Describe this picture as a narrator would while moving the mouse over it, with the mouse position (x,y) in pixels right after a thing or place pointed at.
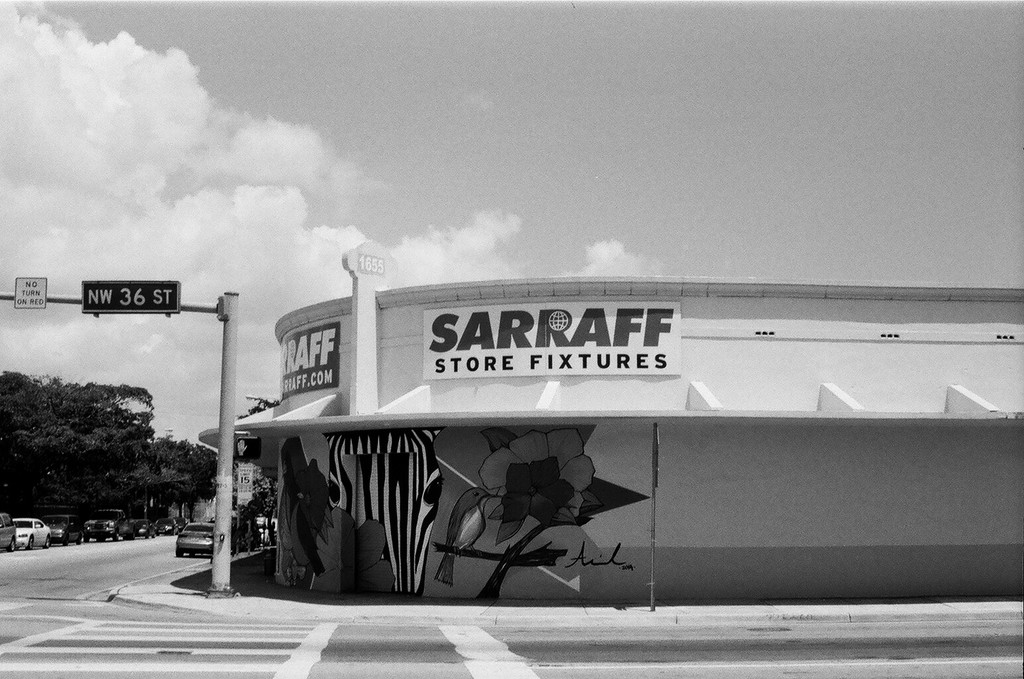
This is a black and white image. I can see a building (592,504) with the name boards (546,359) attached to it. These are the boards (156,298) attached to a pole (225,303). I can see the cars (187,543) on the road (171,543). These are the trees (149,504). I can see the clouds (223,258) in the sky (596,111).
